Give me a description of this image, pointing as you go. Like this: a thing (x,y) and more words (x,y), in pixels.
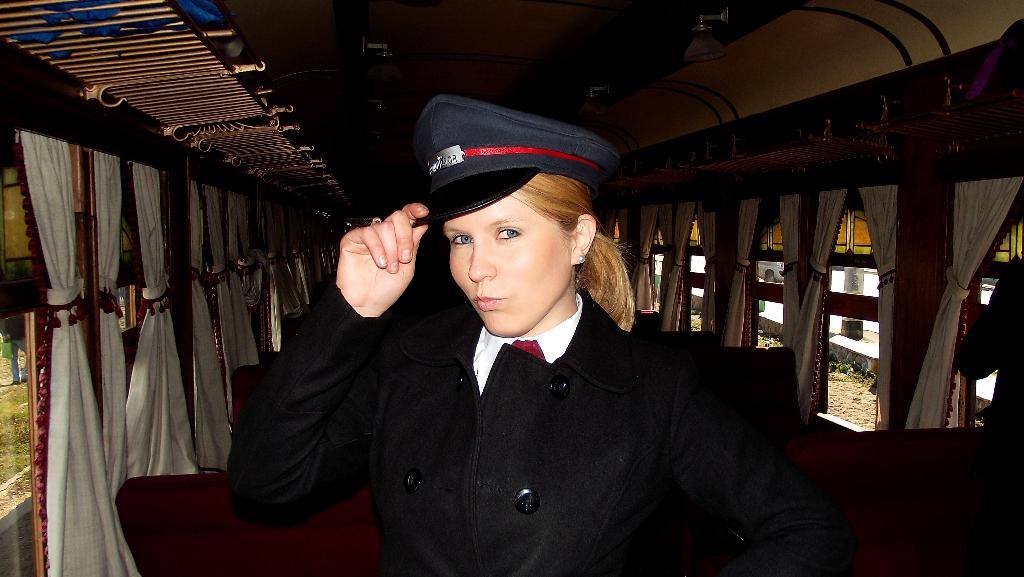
In the picture we can see a woman (761,563) standing on the floor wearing a uniform (749,549) and a cap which is black in color and besides her we can see a window (1001,250) and curtains (107,511) which are white in color and to the ceiling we can see some lights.
